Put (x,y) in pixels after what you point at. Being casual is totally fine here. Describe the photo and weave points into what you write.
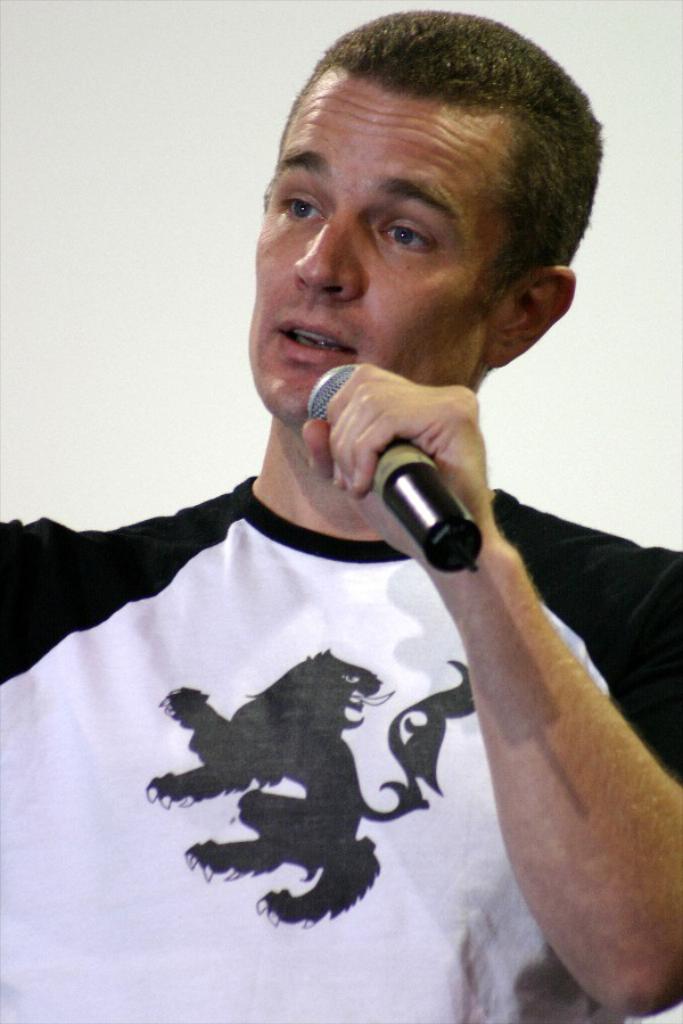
In the center of the image (268,398), we can see a person (319,530) holding a mic (422,478). In the background (125,126), there is a wall (156,126).
